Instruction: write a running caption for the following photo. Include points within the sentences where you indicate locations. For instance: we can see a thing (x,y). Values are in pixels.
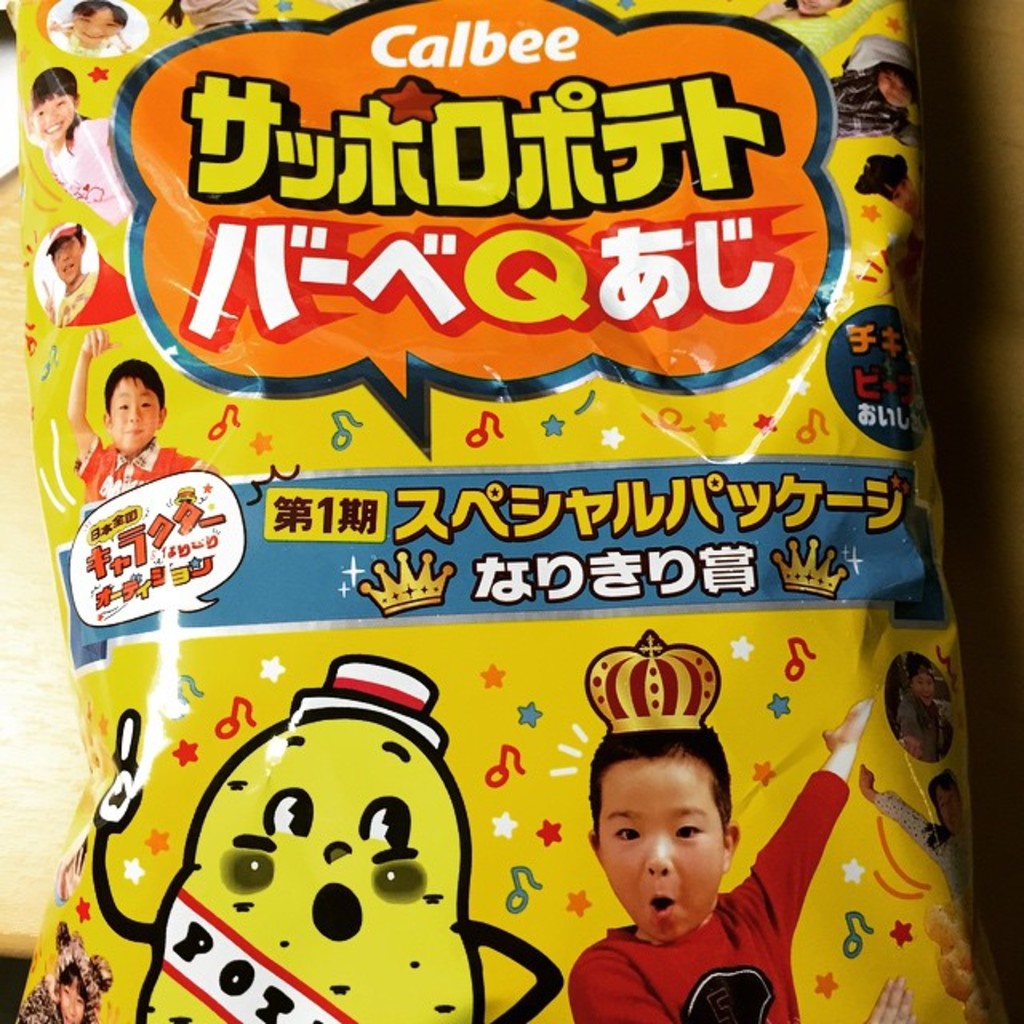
In this image we can see a packet (420,377) on a platform (980,579). On the packet (413,512) we can see pictures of few persons (71,149), cartoon images (405,818) and texts (436,268) written on it.
